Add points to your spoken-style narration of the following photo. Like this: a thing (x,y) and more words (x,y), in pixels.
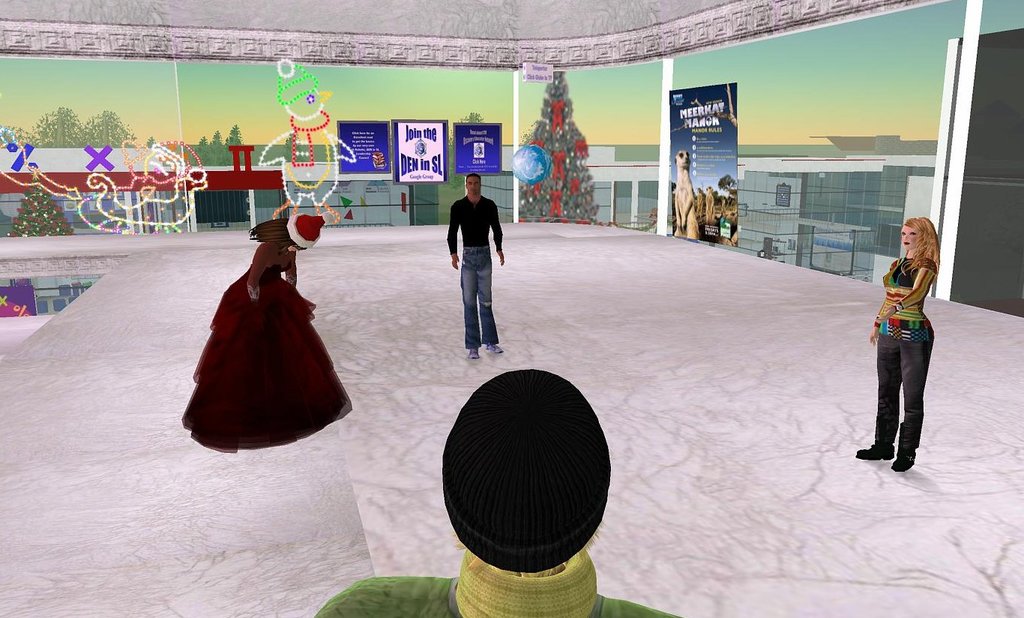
This is an animated image, in this picture there are people (549,516) on the floor (370,401) and we can see decorative objects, boards (692,133), buildings (645,169), trees (35,200) and sky (829,108).
